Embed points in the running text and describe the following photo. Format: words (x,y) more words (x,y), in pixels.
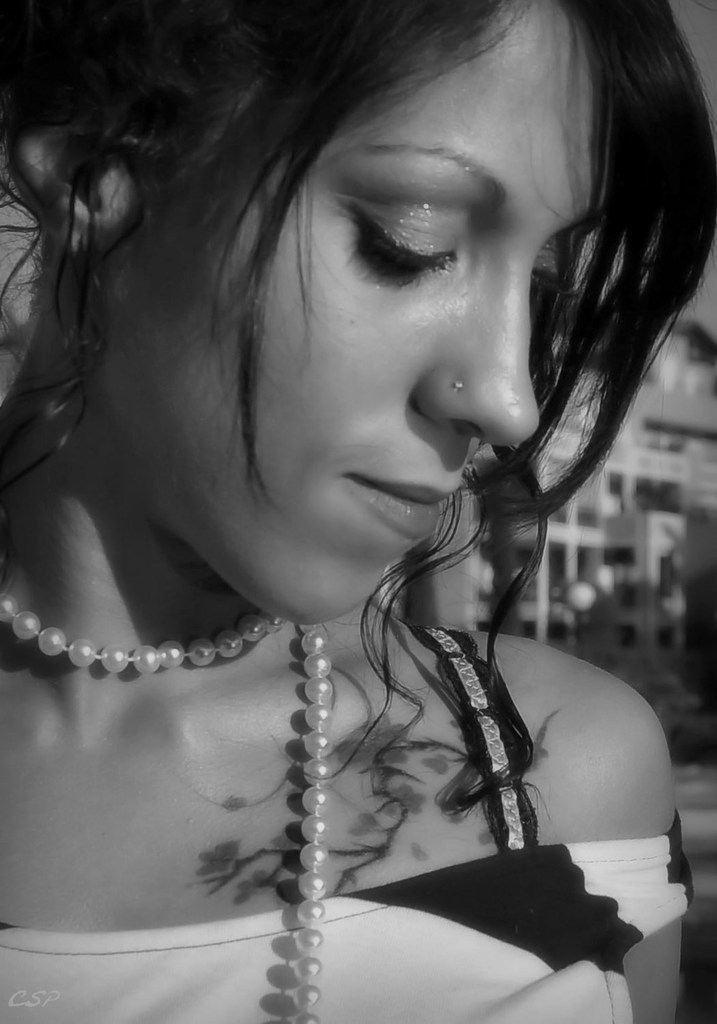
It is a black and white image and there is a woman (240,693) in the foreground (330,643).
